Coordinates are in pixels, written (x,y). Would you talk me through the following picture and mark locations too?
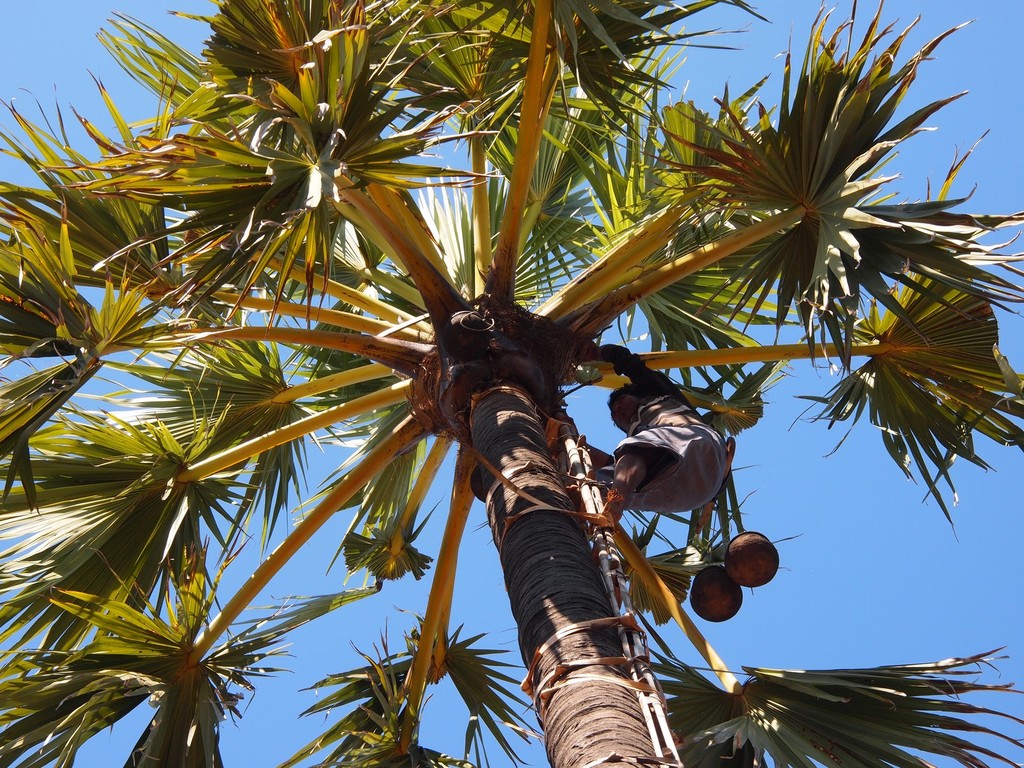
A man (635,458) is on this tree (527,397), these are the two pots (731,563). At the top (765,50) it's a clear blue sky (780,61).
